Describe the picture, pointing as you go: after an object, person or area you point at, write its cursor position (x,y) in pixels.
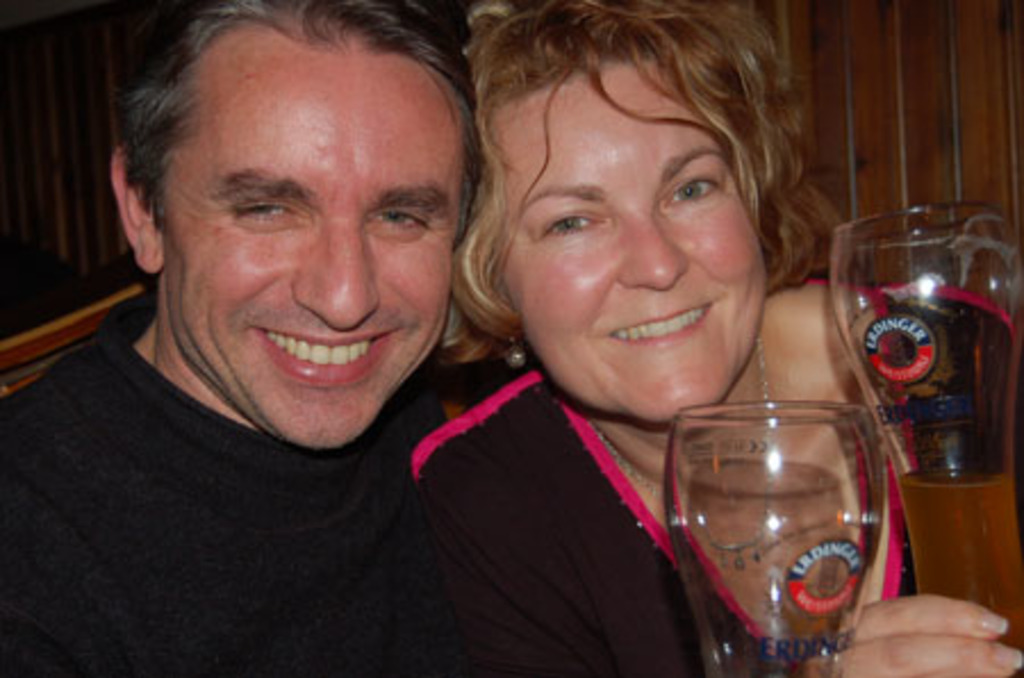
This man (256,454) wore black dress (337,456) and smiling. This woman (546,310) also wore black dress (597,467) and smiling. This woman (575,325) is holding a glasses (920,355) with beer (970,512).
